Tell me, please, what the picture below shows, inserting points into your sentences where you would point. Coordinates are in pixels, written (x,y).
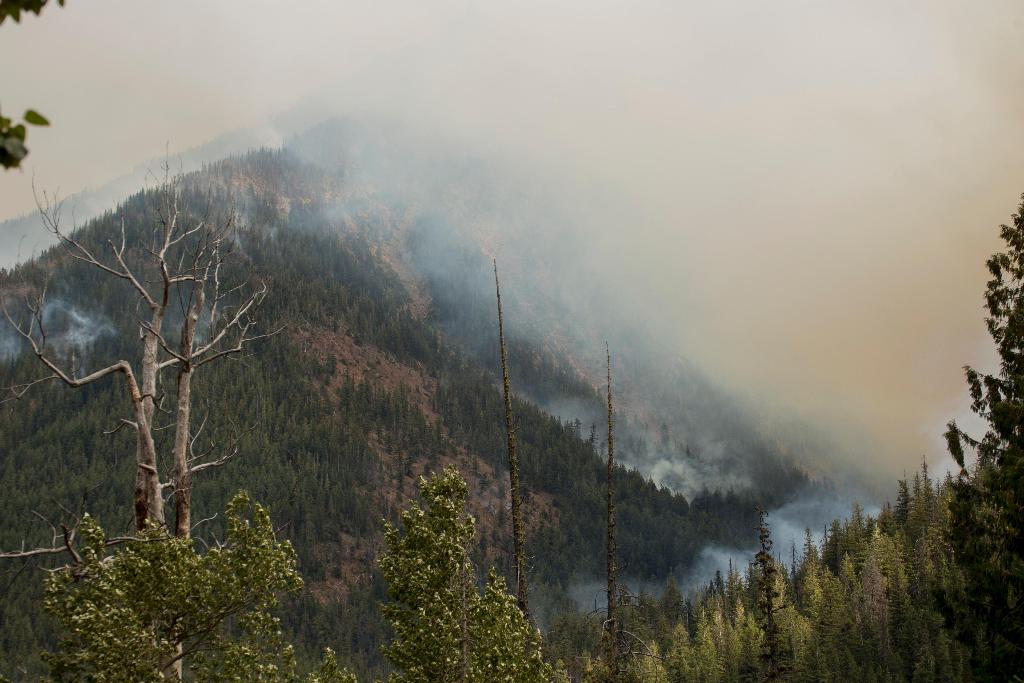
In this picture I can observe trees (588,578) and hills (334,193). In the background (473,71) there is fog (333,67).
